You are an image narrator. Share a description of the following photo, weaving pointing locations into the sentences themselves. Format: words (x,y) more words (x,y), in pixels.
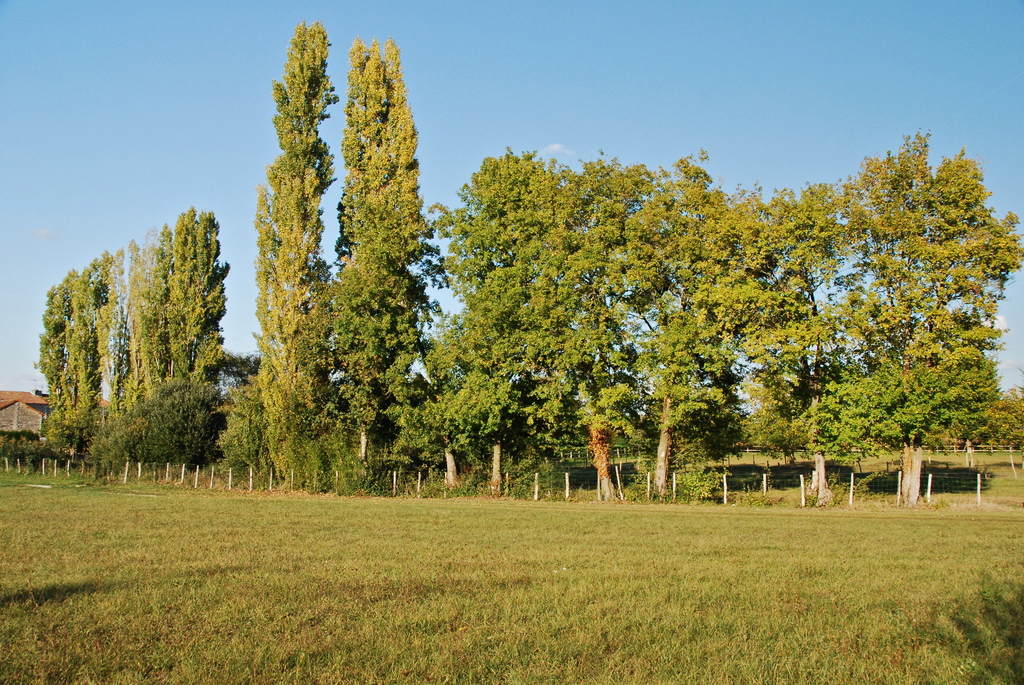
In the picture we can see a grass surface (1010,633) and in the background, we can see some fencing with a wire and poles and behind it we can see some trees (79,449), house (42,405) and sky (456,93).
